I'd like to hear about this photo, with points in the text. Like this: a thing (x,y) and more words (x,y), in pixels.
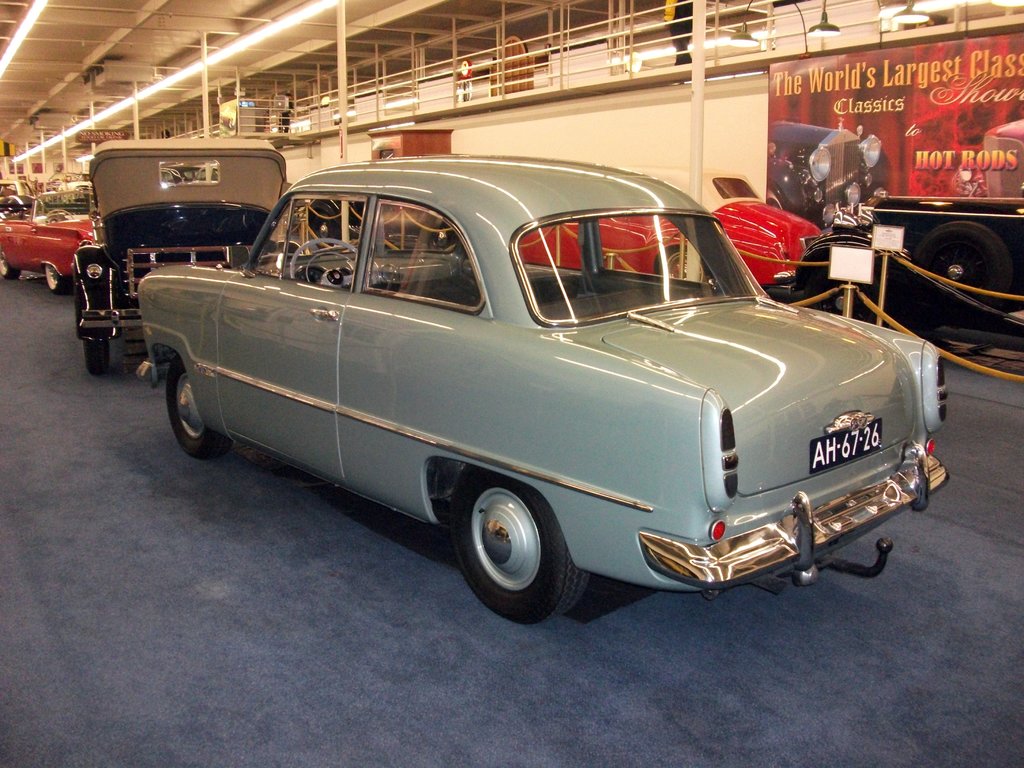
In this picture I can see the blue color surface (21,286) in front (51,758), on which there are number of cars (399,373) and on the right side of this picture (810,131) I can see a board (839,85) on which there is something written and I can see the depiction (852,184) of a car (867,145). On the top of this image (337,5) I can see the railings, rods (612,10) and the lights (266,26).
